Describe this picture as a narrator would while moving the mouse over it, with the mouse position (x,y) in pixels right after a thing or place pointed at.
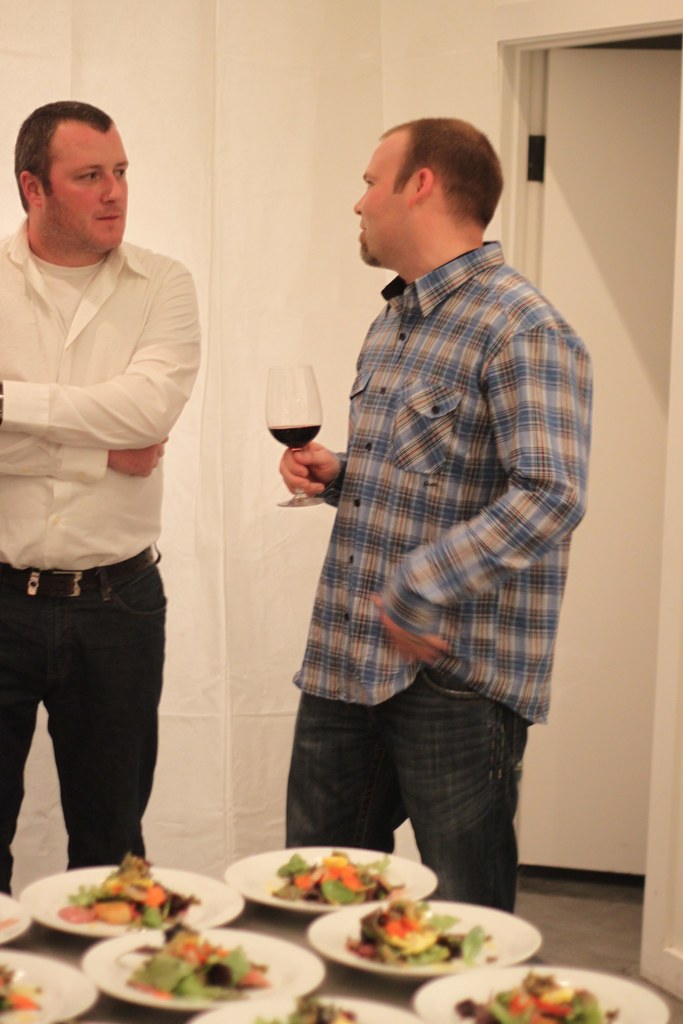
In this image i can see 2 persons (366,512) standing, the person (348,507) on the right side (522,443) is wearing a blue shirt (441,496) and jeans (454,771) and holding a glass (307,379) in his hands (321,455) and the person (139,495) on the left side (104,436) is wearing a white shirt (84,391) and black pant (94,724). I can see a table (177,901) on which there are few plate (252,953) with food items (238,956) in them. In the background (252,160) i can see the wall (260,105) and the door (546,199).
